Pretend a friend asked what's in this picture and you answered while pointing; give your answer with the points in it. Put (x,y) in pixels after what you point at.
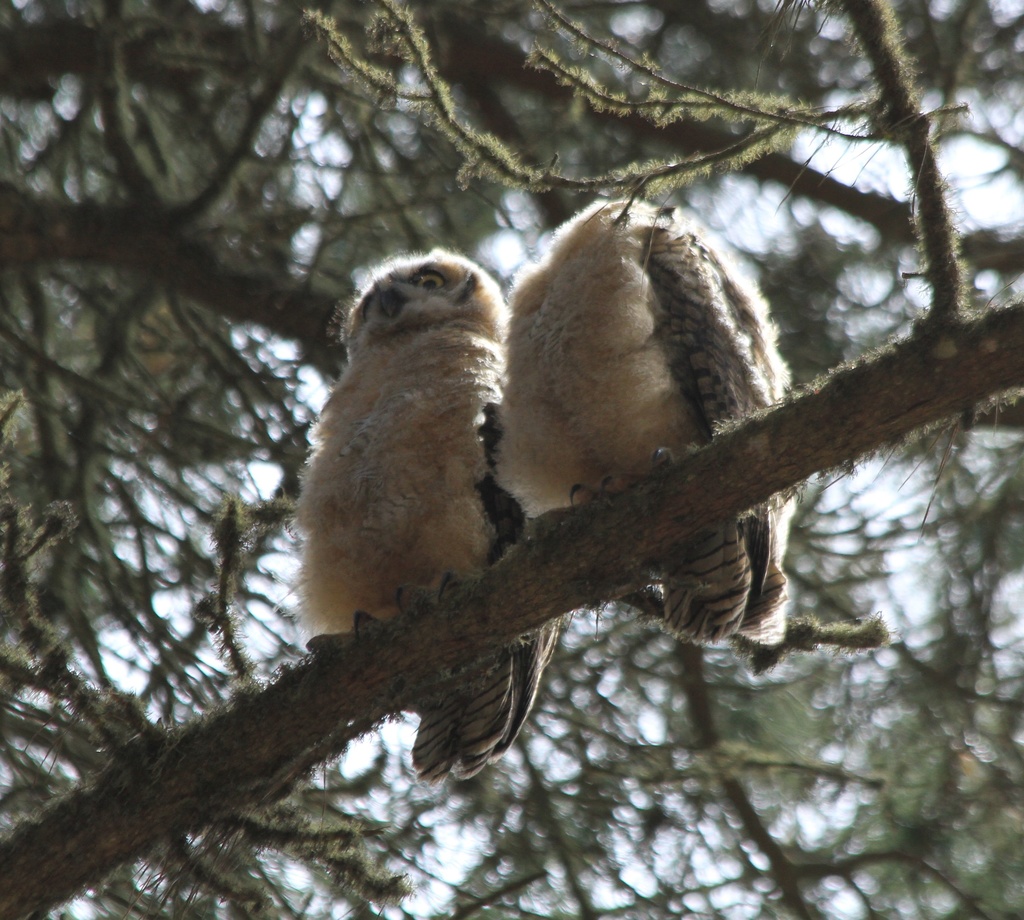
In this image we can see two birds (546,496) on the branch (339,659) of a tree (193,661). On the backside (447,862) we can see the sky (172,525).
